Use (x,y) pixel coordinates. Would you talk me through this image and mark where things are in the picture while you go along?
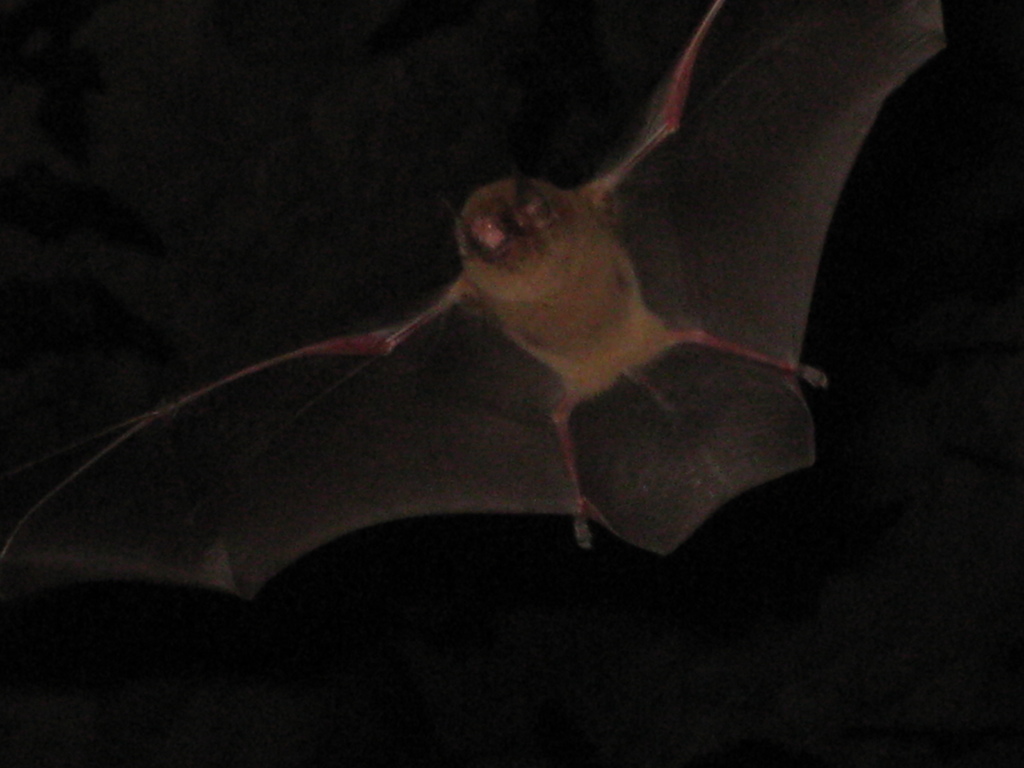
In this image we can see a bat (432,485).
